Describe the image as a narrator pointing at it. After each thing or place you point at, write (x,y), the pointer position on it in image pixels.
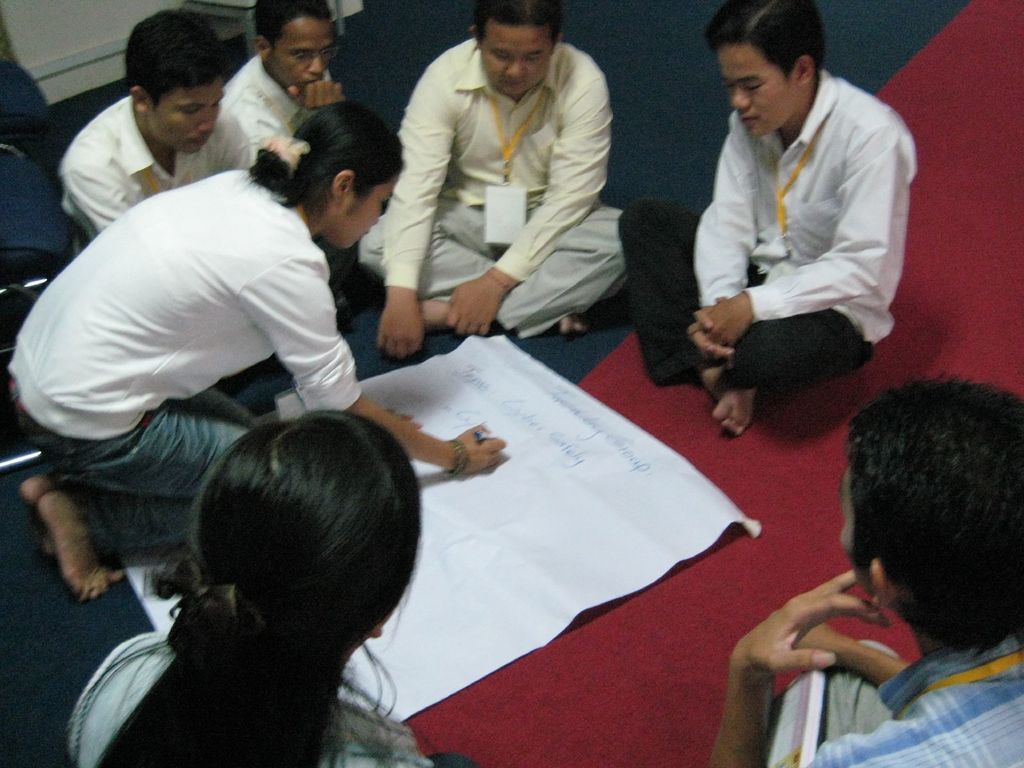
In this image I can see the group of people (641,241) with different color dresses (287,230). These people (284,715) are sitting on the red and navy blue color mat (861,17). I can see one person (72,554) is holding the pen (482,438) and there is a paper (598,526) on the mat (698,175).
